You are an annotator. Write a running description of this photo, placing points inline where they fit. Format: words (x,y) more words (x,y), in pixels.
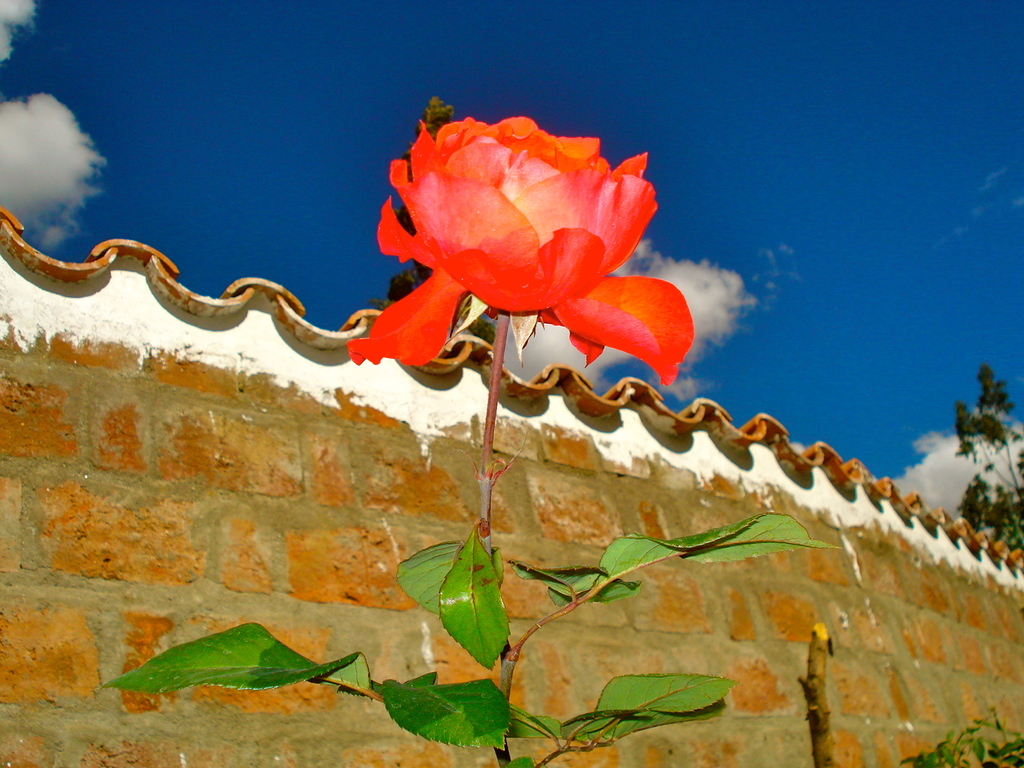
In this image I can see number of green colour leaves (682,712), a stick (815,651) and a flower (385,218) in the front (190,651). In the background (350,463) I can see the wall (322,423), two trees (1023,533), clouds (654,260) and the sky (939,200).
